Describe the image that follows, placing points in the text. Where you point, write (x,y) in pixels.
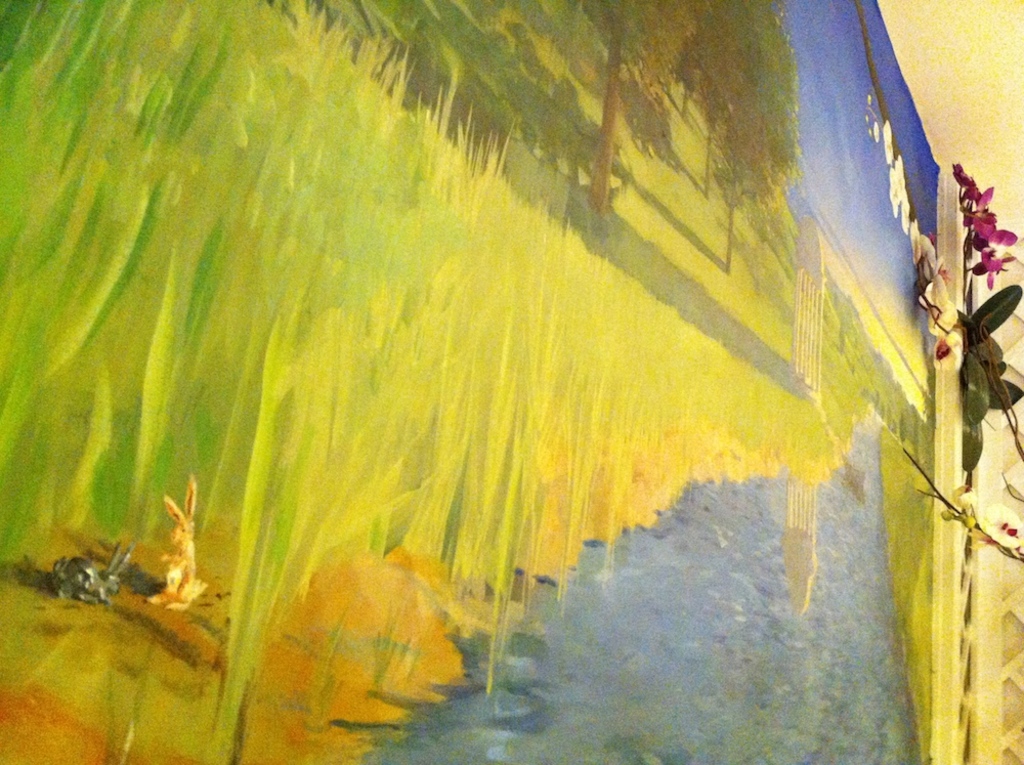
In the image we can see the painting (455,456). In the painting (552,511) we can see water (766,679), grass (626,522), tree (640,147), rabbit (187,563) and the sky (801,194).
